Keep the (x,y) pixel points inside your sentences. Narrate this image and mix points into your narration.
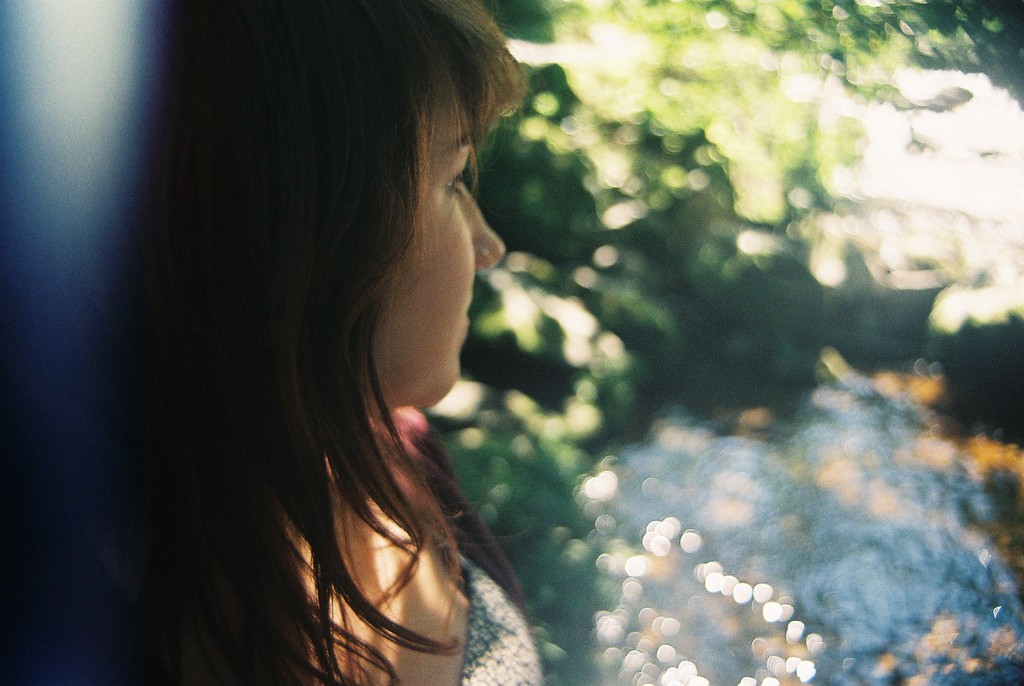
In this picture I can see a woman (304,215) in front (204,602) and I see that it is totally blurry in the background (768,230).
